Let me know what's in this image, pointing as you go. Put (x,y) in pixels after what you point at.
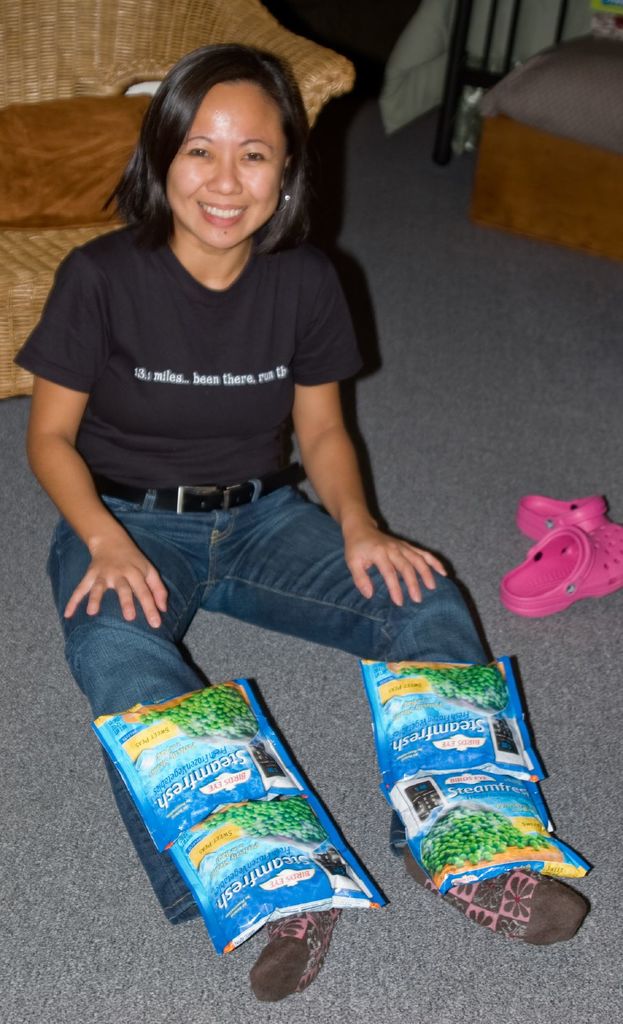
This image consists of a woman (287,595) sitting on the floor (323,725). And we can see some packets (267,782) on her legs (174,678). In the background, we can see a sofa (298,50).
